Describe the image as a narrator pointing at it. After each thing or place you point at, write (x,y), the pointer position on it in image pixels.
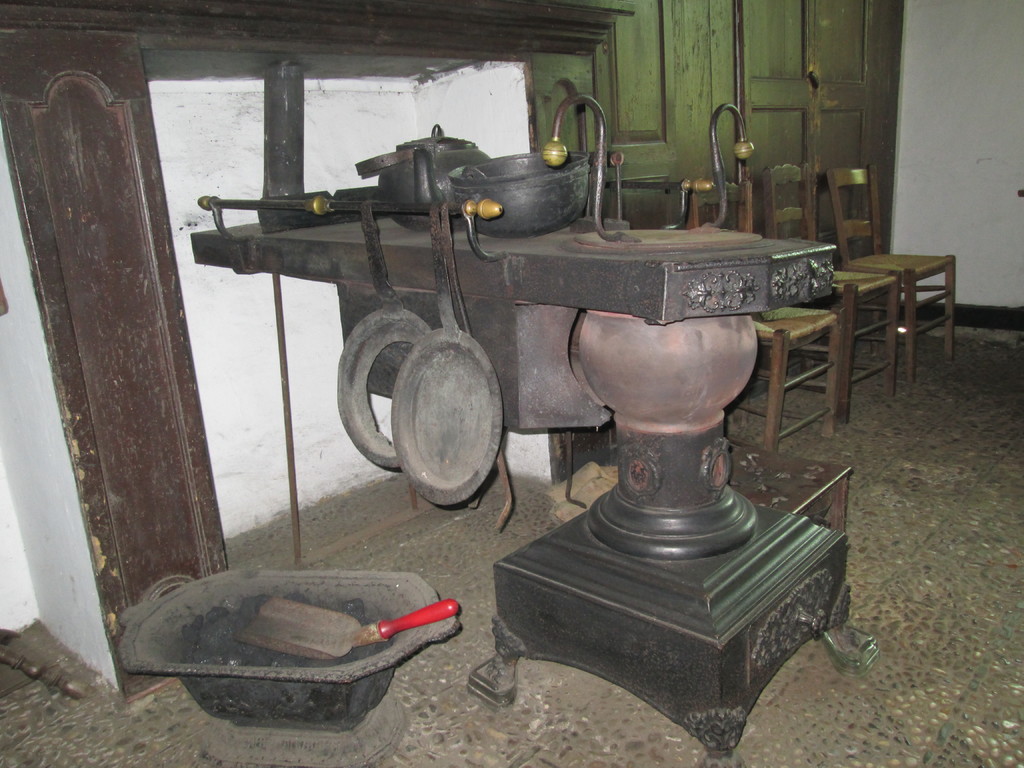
This image consists of a stove (642,270). It looks like a cooking stove (551,237). In the background (783,24), there are chairs (943,266) and a door (786,42). At the bottom (453,745), there is a floor (404,742). On the left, there is a wall (19,281).
